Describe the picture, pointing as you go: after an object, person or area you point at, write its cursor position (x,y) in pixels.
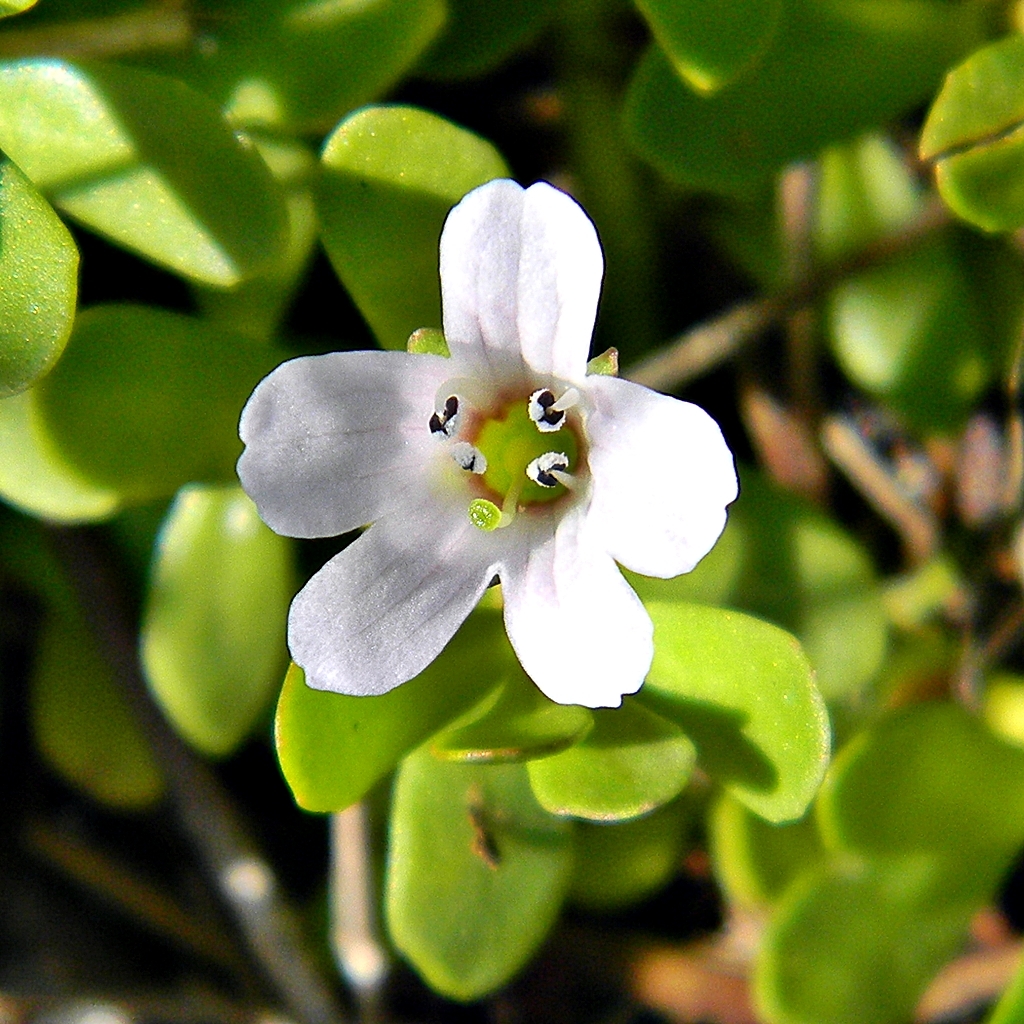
In the center of the image (474,547) we can see a flower (392,391) which is in white color. At the bottom (599,835) there are plants (655,814).
